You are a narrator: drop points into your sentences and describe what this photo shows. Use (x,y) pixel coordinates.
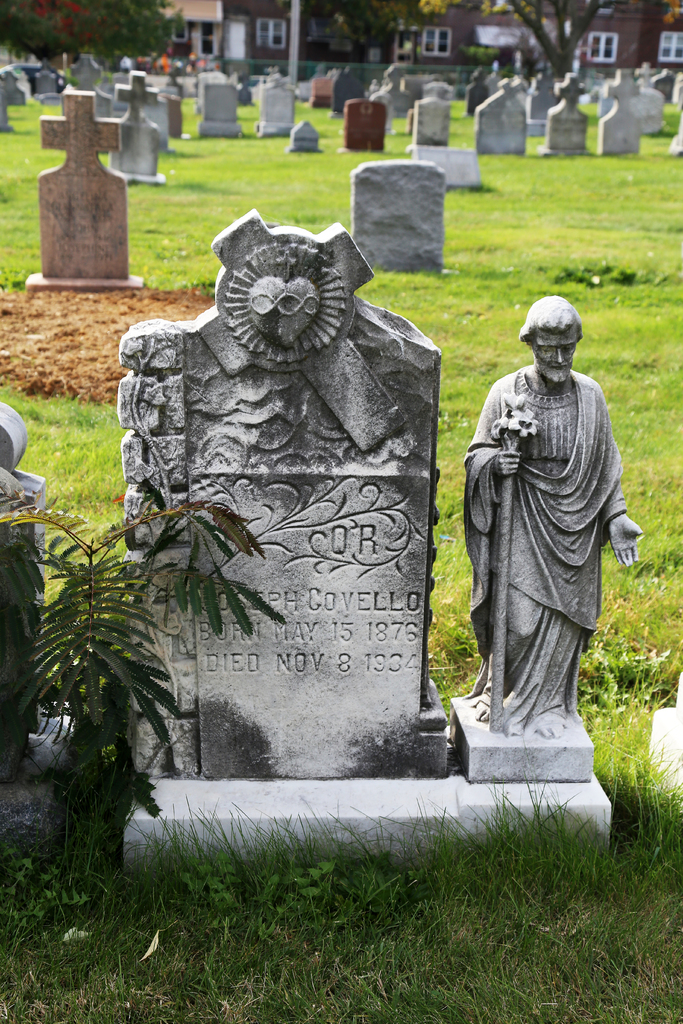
In this image I can see the ground (527,201) and on the ground (540,201) I can see sculpture (496,419) and cemetery (300,336) and at the top (440,18) I can see the building (516,24) and trees (581,21) and in the foreground (99,792) I can see plant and grass (436,924).
